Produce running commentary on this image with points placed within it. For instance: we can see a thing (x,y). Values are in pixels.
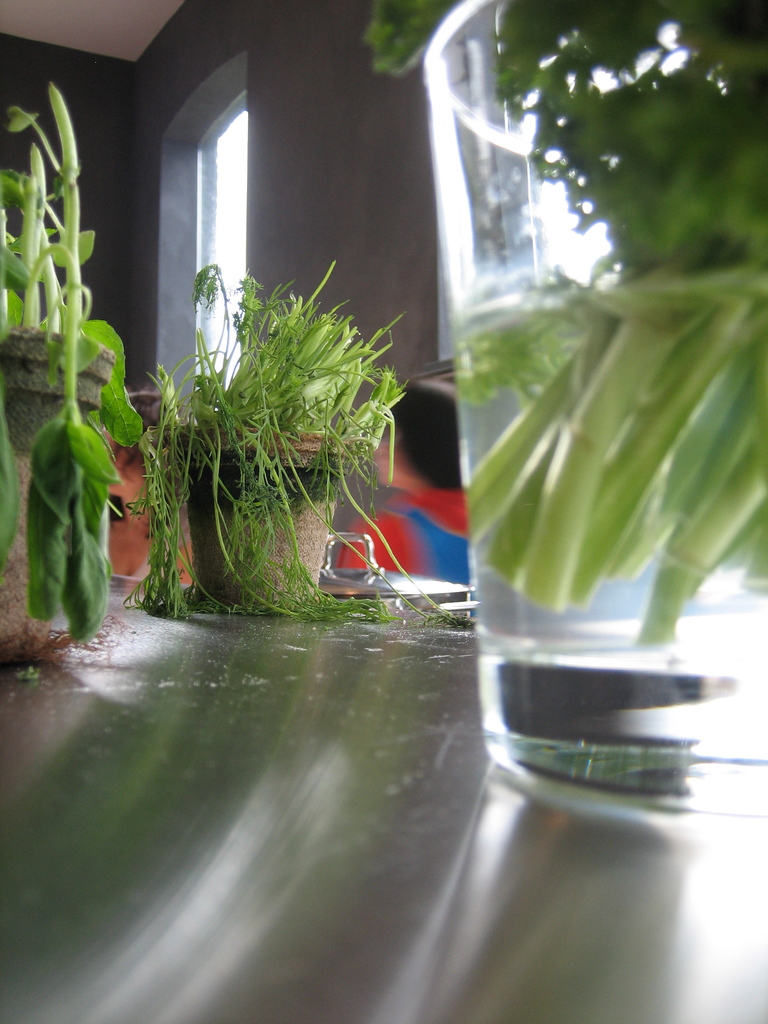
In this image we can see some house plants (246,598), people (189,551), windows (221,327) and a glass (568,572) on the surface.
